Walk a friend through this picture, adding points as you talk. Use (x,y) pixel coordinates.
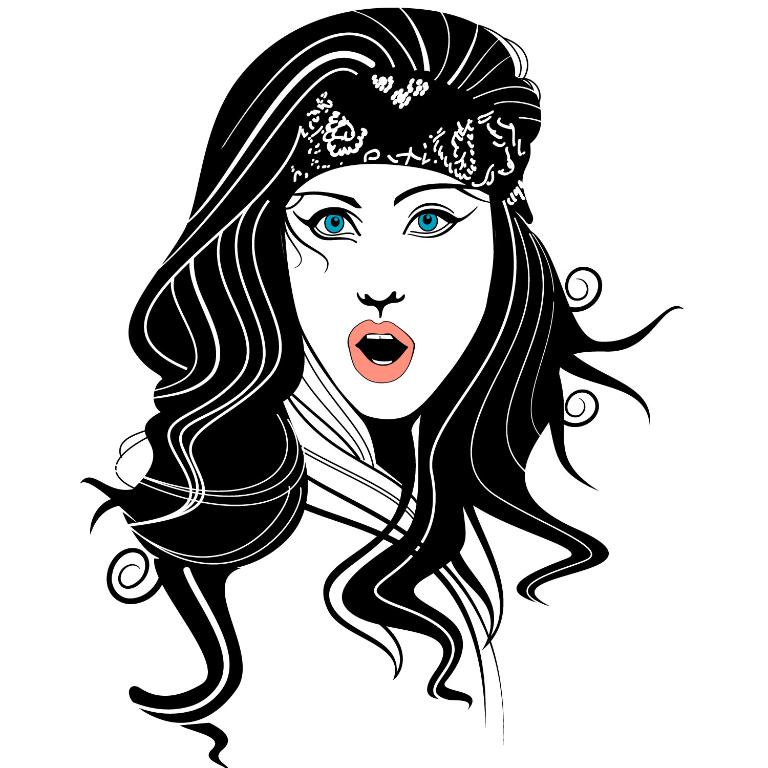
In this picture we can see the painting (273,510) of a woman (287,464) and there is a white background (116,217).
